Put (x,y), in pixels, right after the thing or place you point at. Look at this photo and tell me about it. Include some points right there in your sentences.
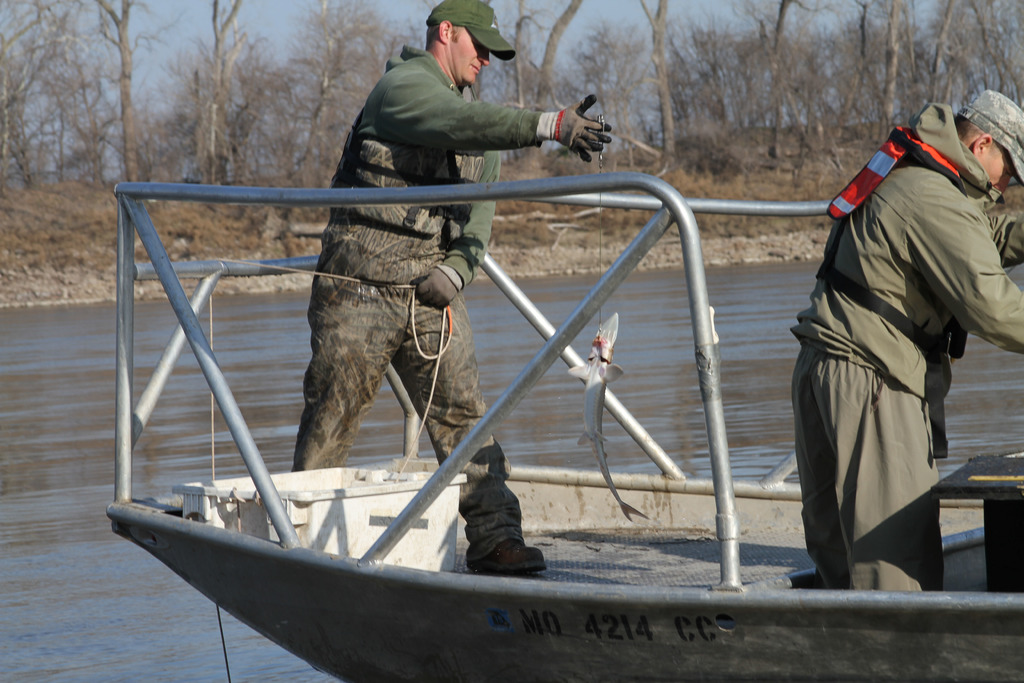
This image is taken outdoors. At the bottom of the image (106,648) there is a pond (76,598) with water (103,415). In the background (248,127) there are a few trees (300,119) and plants (806,171) on the ground (806,171). At the top of the image (205,22) there is the sky (505,8). On the right side of the image (982,516) there is a boat (292,538) on the pond (198,612) and there are two men (918,288) in the boat (398,201). A man (383,296) is holding a rope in his hand (423,286).
